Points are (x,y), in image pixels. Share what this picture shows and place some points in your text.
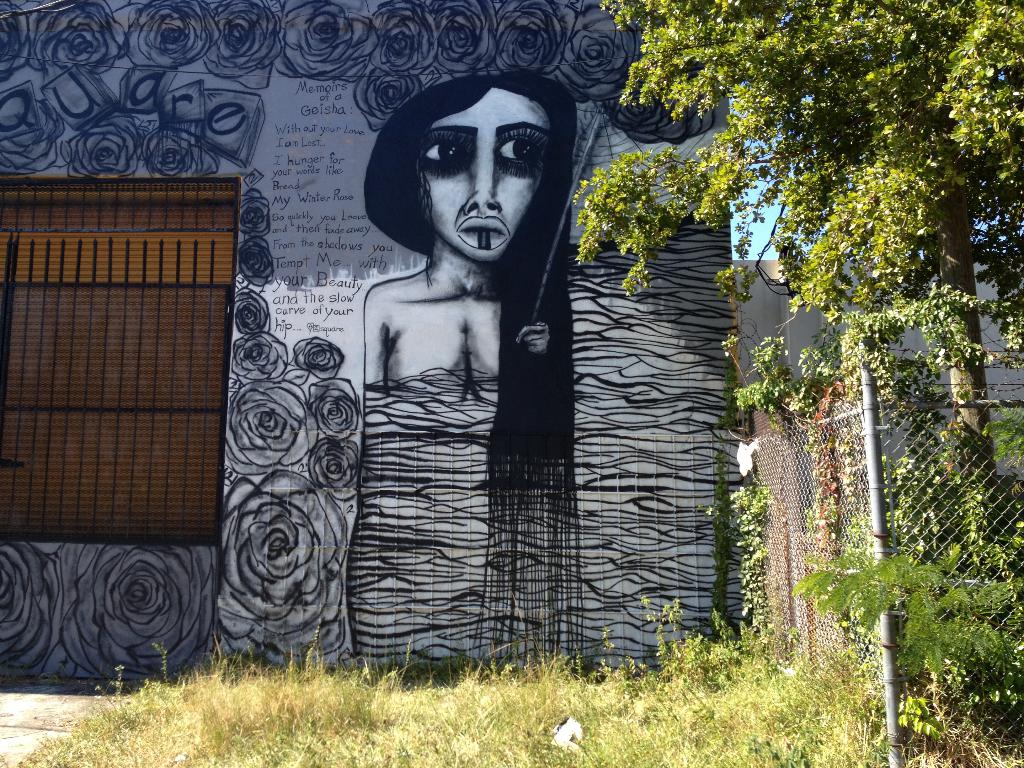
In this image we can see a wall (406,545), on wall (392,581) painting (459,432) is there and some text (309,246) written on it and one window (157,318) is present. Right side of the image (806,510) one fencing (872,508) is there, behind the fencing (817,501) tree (892,188) is present. Bottom of the image (690,739) grass (275,736) is there.
